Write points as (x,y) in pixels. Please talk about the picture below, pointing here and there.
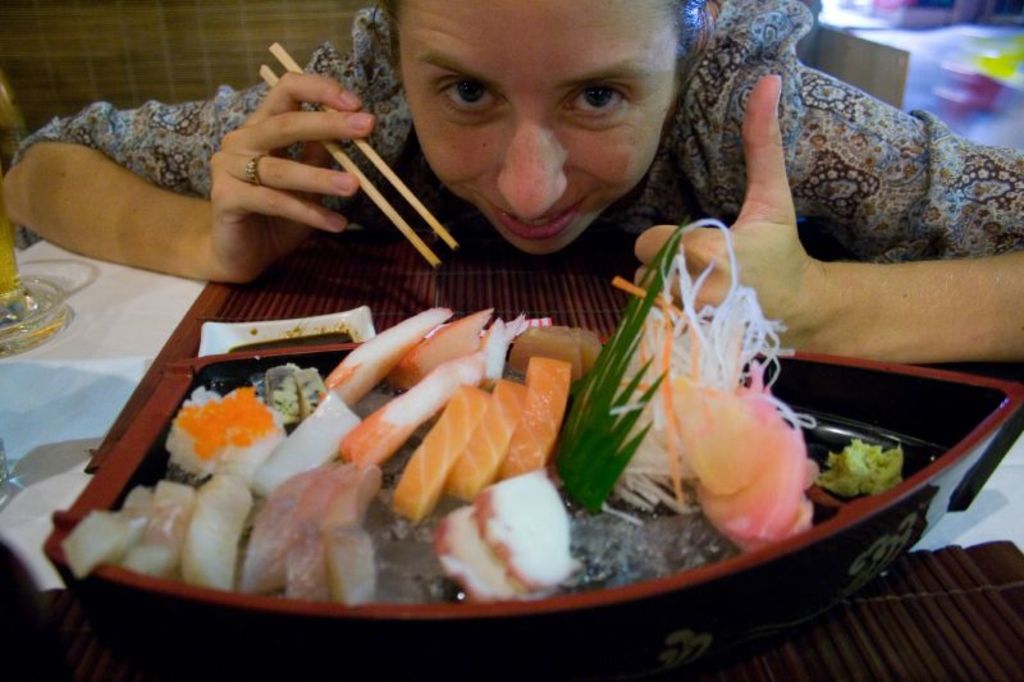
This is the picture of a person (435,69) who is sitting on the chair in front of the table (416,296) on which there is a bowl (187,378).
